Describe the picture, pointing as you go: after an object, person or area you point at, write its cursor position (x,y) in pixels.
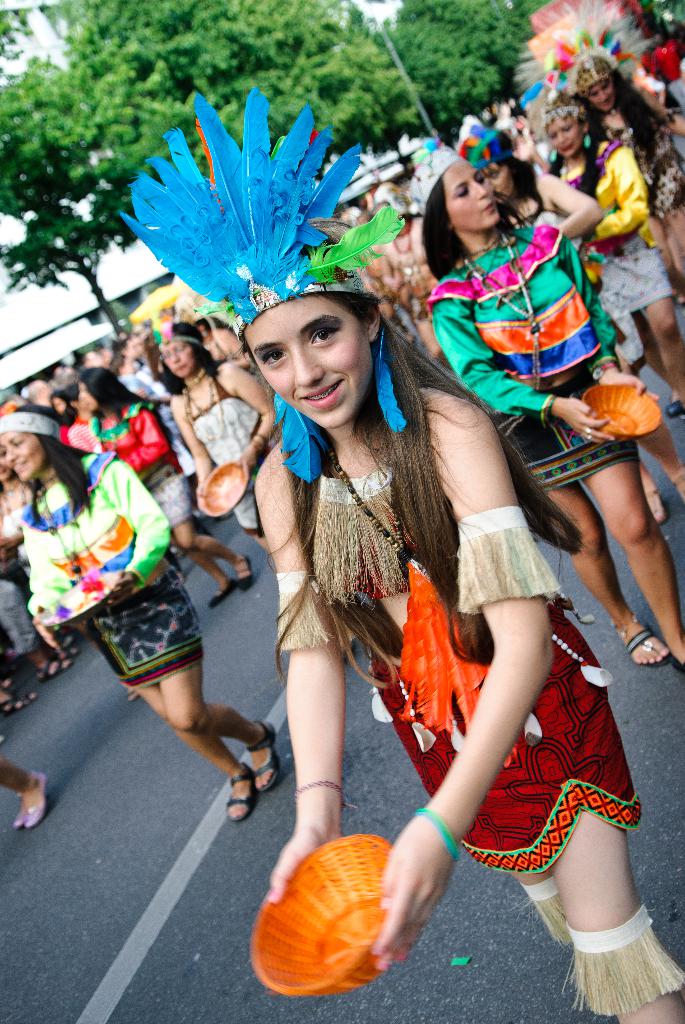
In this picture we can see a group of people (616,499) where some are standing and some are walking on the road (100,732) and holding baskets (74,603) with their hands (618,383), feathers crown (244,258) and in the background (441,108) we can see trees (385,122).
